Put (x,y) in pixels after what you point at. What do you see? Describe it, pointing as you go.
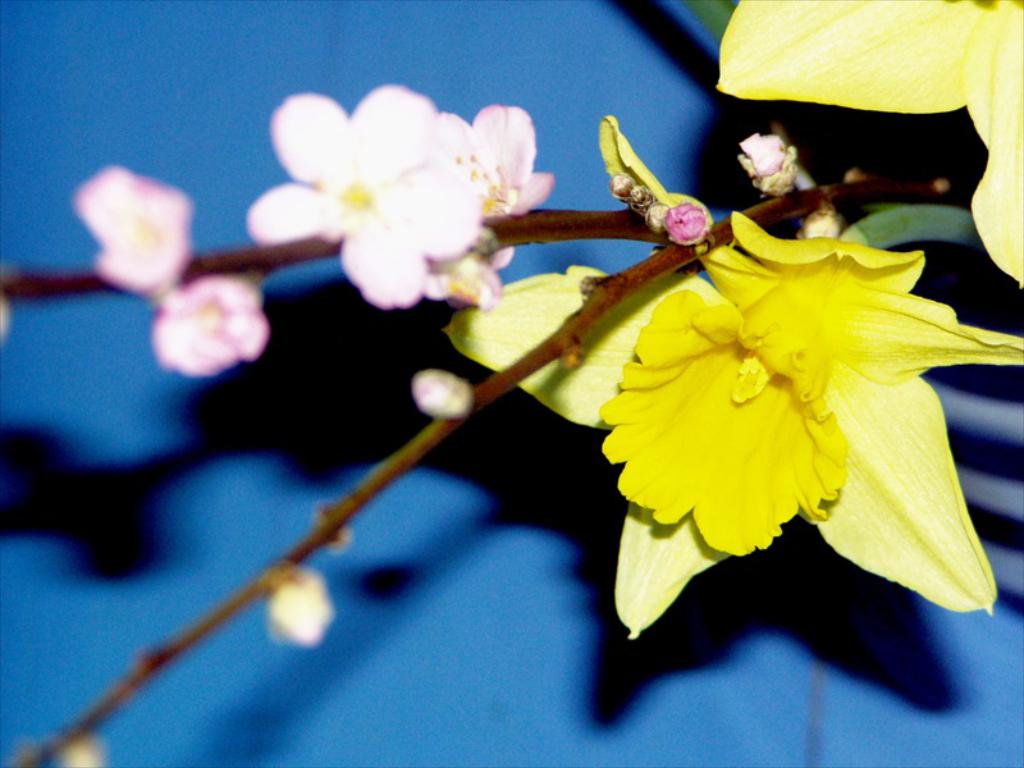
In this picture there are flowers (393,282) in the image and the background (552,145) area is blue in color.
